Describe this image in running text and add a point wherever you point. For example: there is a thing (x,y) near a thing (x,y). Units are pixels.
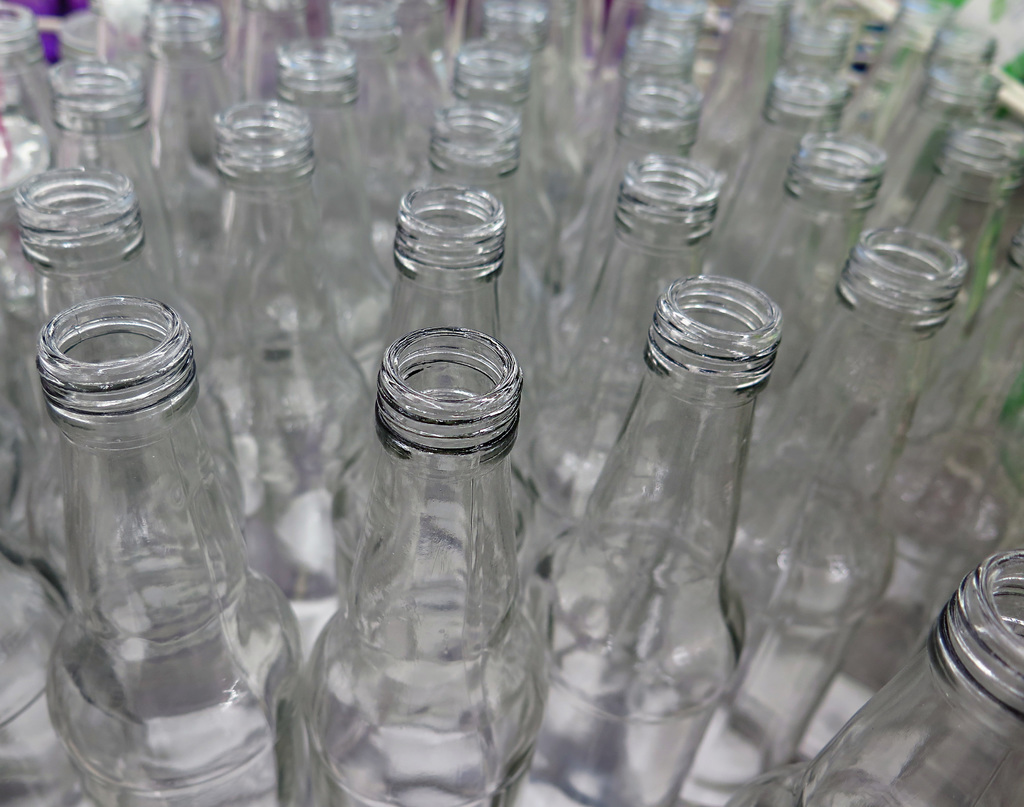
In this image group of bottles (372,152) are there.
